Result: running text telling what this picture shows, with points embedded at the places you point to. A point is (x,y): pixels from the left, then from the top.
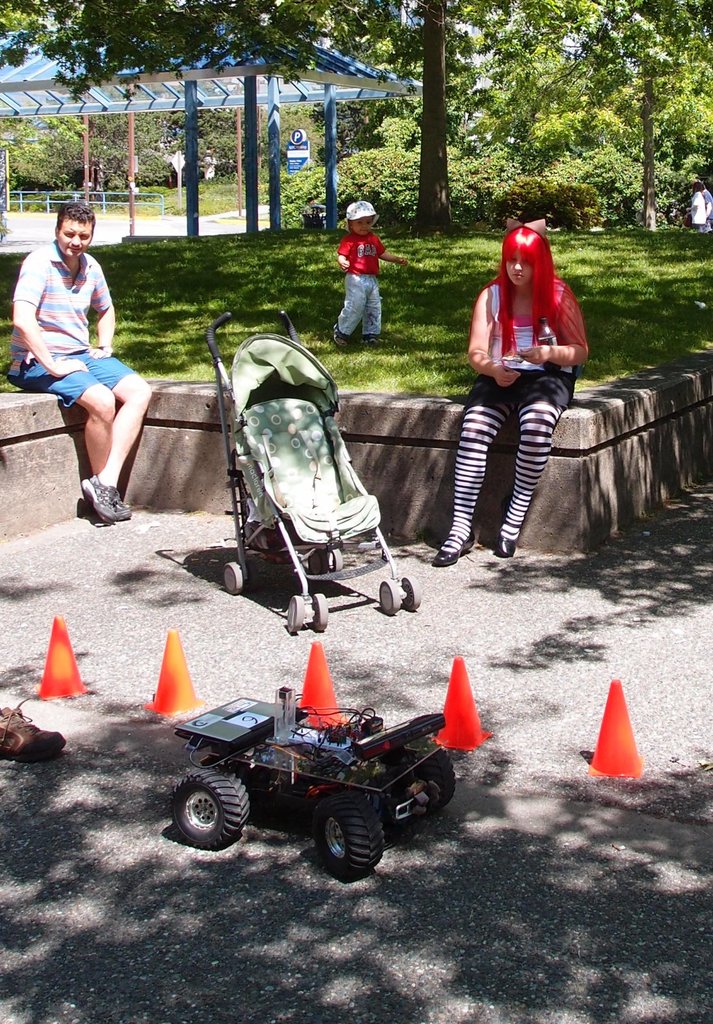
In the center of the image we can see a boy (366,303) standing on the ground (383,348). Two persons (480,403) are sitting on the ledge (355,405), a baby carrier (328,478) is placed on the ground (272,573). In the foreground (316,761) we can see a toy (351,788), group of cones (67,691) and a shoe (13,754) is placed on the ground (437,871). In the background (193,114), we can see the poles (269,98), shed (9,97), barricade (44,209), group of trees (98,153) and some people (701,205) standing.
